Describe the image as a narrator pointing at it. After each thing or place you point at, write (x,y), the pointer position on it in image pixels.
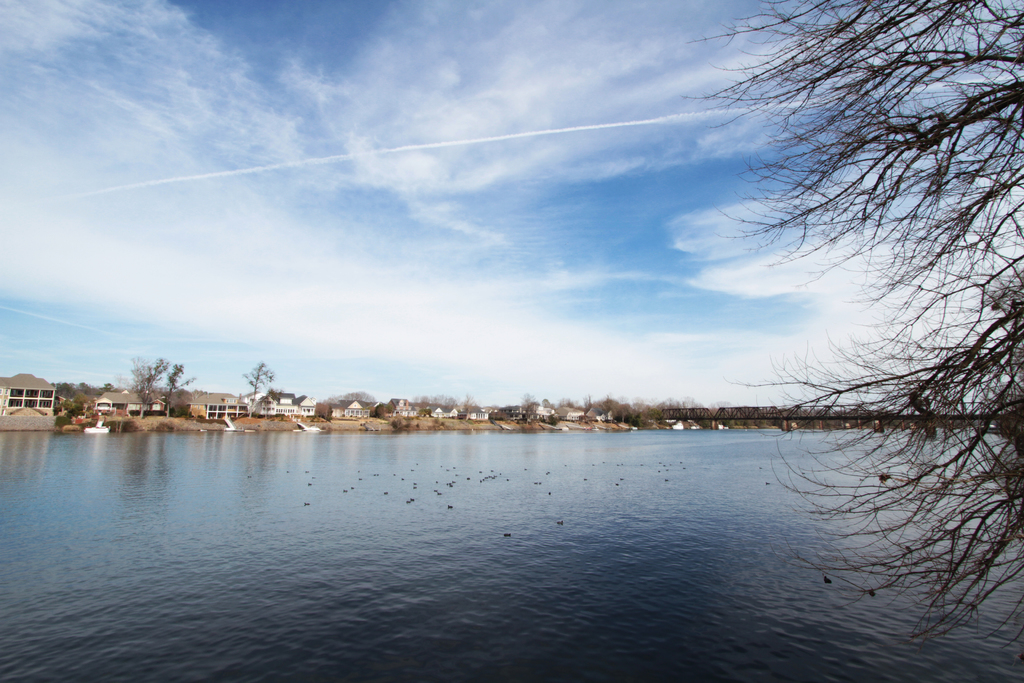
This is an outside view. At the bottom (449,494), I can see the water (426,557). On the right side (944,284), I can see the stems (868,74) of a tree (917,402). In the background (246,416) there are many buildings (447,417) and trees (67,407) and also I can see a bridge (722,411). At the top of the image (530,216) I can see the sky (502,232) and clouds (32,119).
